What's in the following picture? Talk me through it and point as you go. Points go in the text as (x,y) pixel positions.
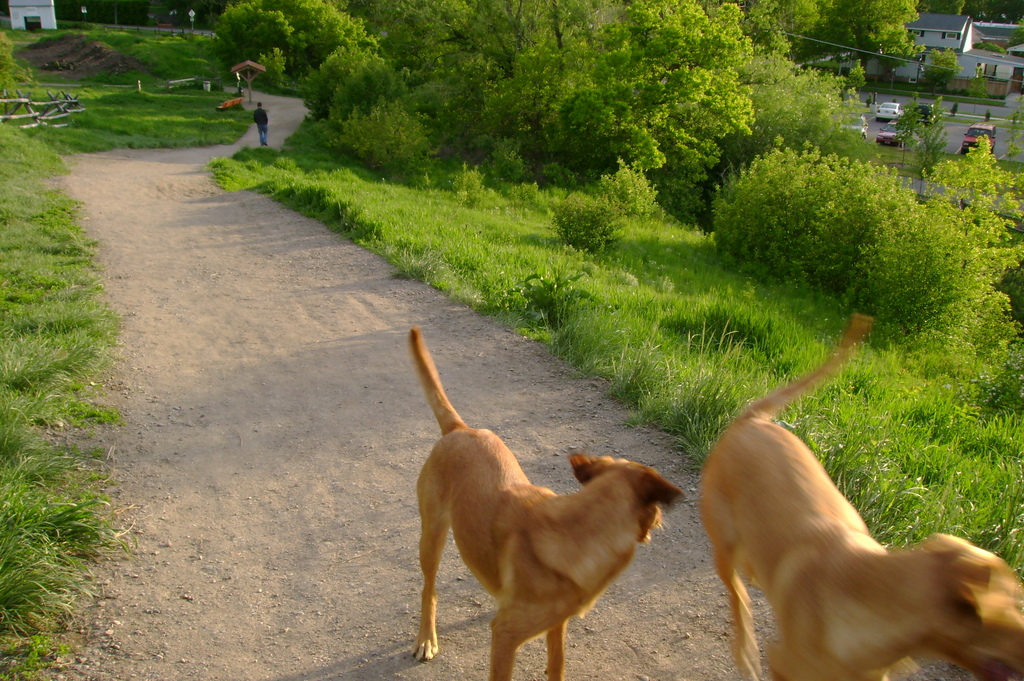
In this picture we can see two dogs (547,565) on the ground (283,380), grass (863,379), trees (506,75), buildings (948,23) and vehicles (968,133) on the road (955,126) and in the background (262,146) we can see a person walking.
